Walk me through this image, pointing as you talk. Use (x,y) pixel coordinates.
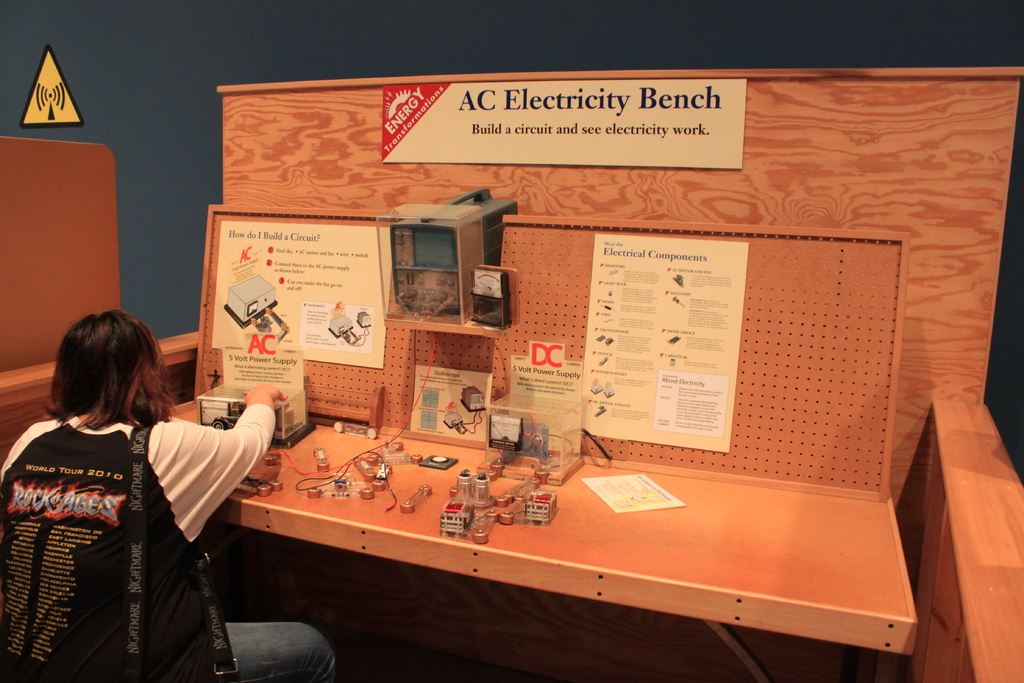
In this image I can see a person (163,595) is sitting in front of a table (867,606). On this table (445,558) I can see few stuffs (334,481) and also a board (598,85) is there on which electricity bench is written on it.
